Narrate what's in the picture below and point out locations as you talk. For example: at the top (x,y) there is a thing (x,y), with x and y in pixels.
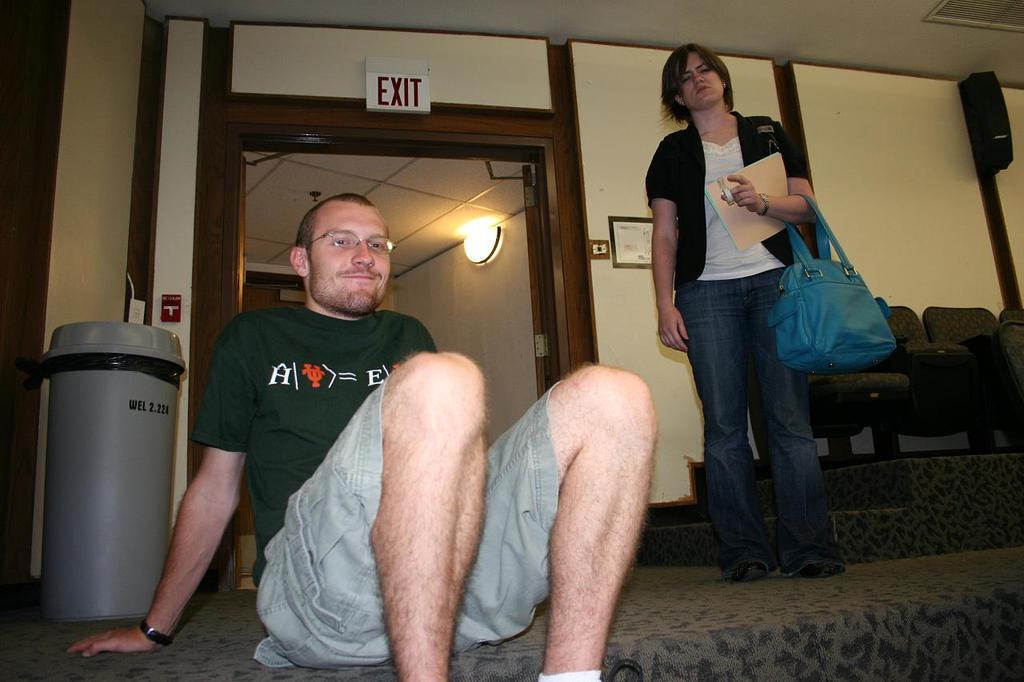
This is the picture of a room (817,122). In this image there is a man (334,462) sitting and there is a woman (778,525) standing. At the back (1018,331) there are chairs (967,318) and there is a dustbin (131,532) and there is a door (529,183) and there is a board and there is a poster (641,220) on the wall (675,362). At the top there is a light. At the bottom (904,562) there is a mat (906,560). In the top right (1003,135) there is a speaker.
